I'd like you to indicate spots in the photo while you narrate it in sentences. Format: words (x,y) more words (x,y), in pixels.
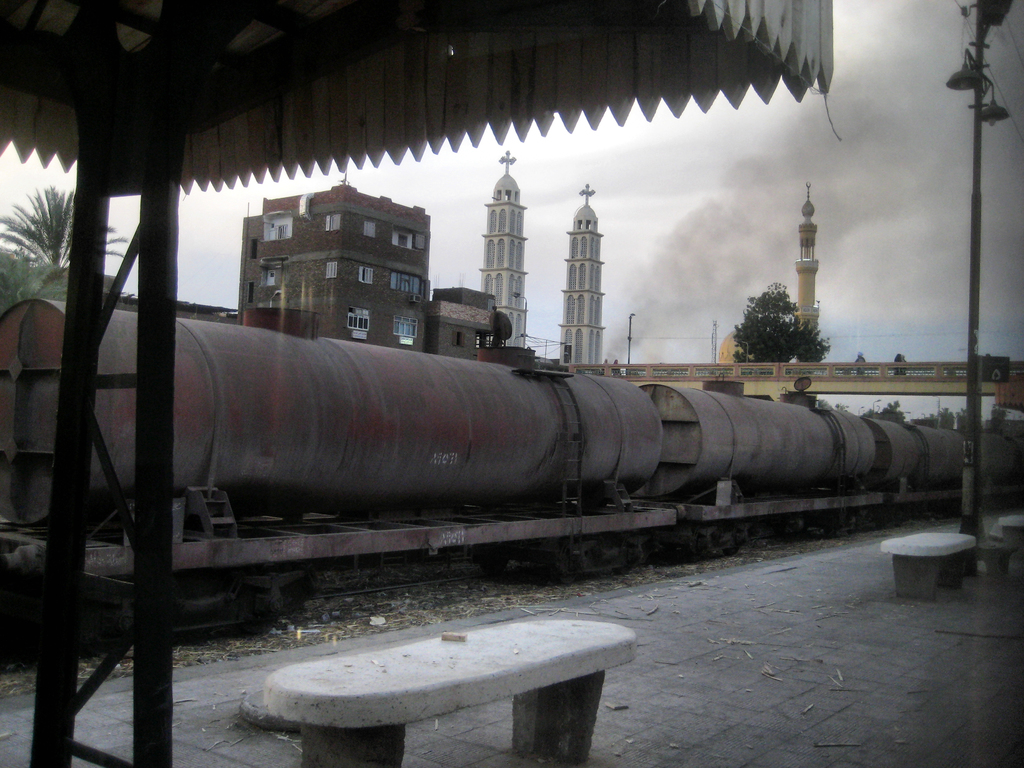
At the bottom of the image (392,641) we can see a platform (655,731), on the platform (925,654) we can see some poles (149,698), benches (336,677) and shed (314,46). In the middle of the image (420,438) we can see some tank wagons (30,323). Behind the tank wagons (1009,476) we can see some buildings (392,304), trees (45,288) and poles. At the top of the image (898,29) we can see some clouds (923,29) in the sky (1003,248).
